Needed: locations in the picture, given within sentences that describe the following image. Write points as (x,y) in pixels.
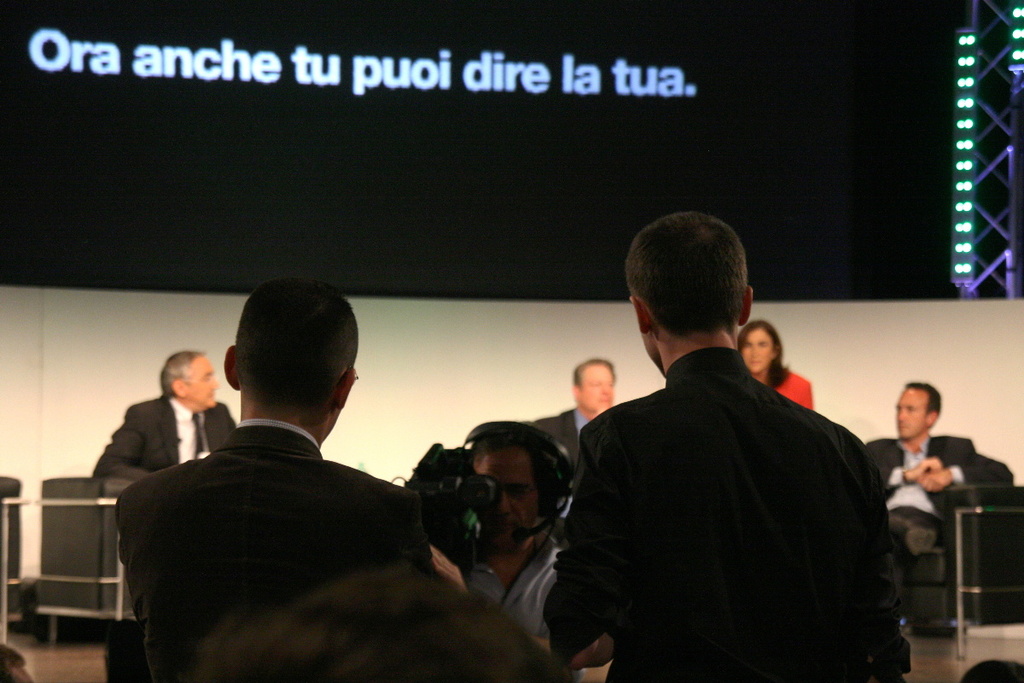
In the foreground of the picture (737,551) there are two men (730,558) wearing suits (696,582). In the center of the picture (489,448) there is a person (480,461) holding camera (474,503). In the background (594,386) there are people (147,406) sitting on the couches (962,515). At the top (575,84) there is led screen (536,75). On the right (979,95) there are lights (1015,59) and an iron frame (1000,120).
